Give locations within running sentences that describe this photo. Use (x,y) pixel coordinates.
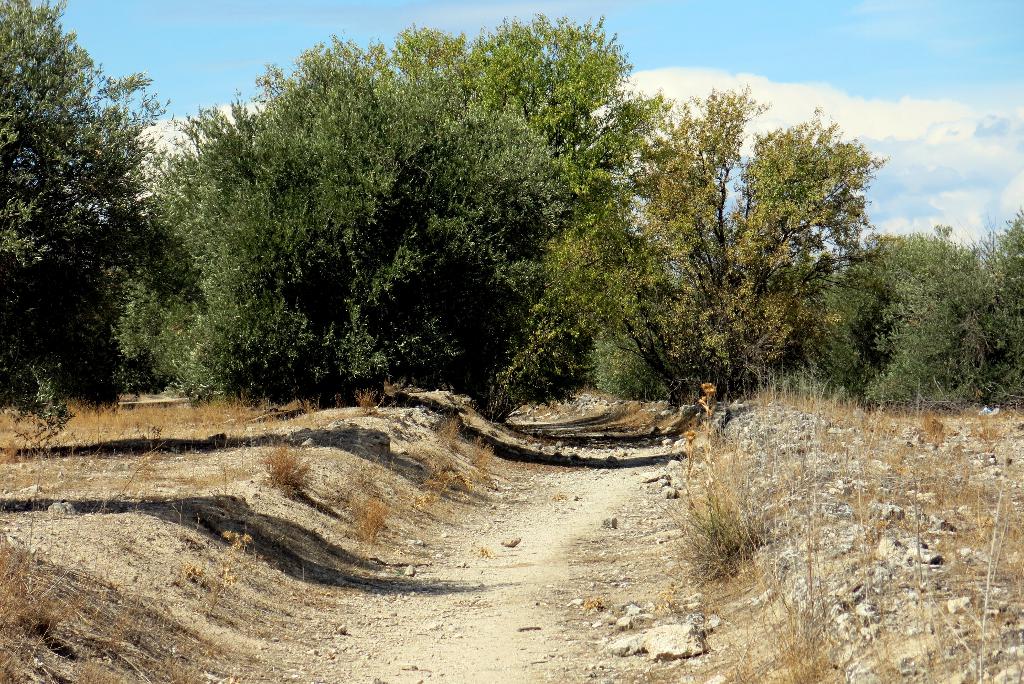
This image consists of a path (470,649). On the left (257,500) and right, we can see dry grass (449,445) on the ground (830,453). In the background (234,215), there are trees (307,86). At the top (232,85), there are clouds (965,205) in the sky (164,88).
